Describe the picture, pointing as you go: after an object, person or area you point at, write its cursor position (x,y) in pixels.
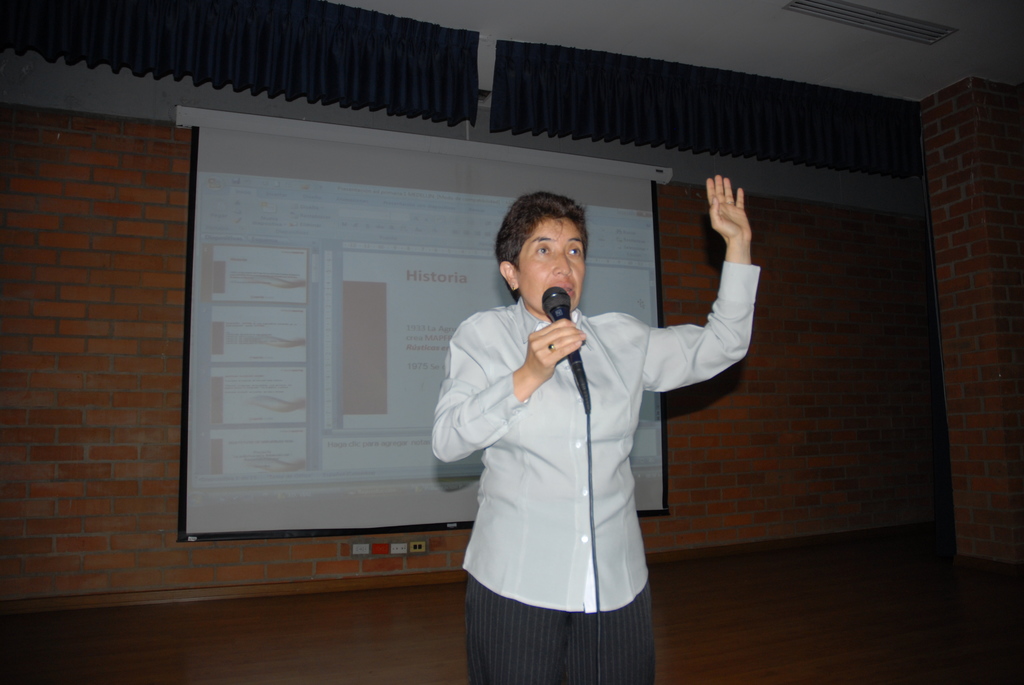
In this picture we can see a person (584,459) is standing and holding a microphone (577,379), in the background (245,390) there is a brick wall (158,326) and projector screen (334,357), we can see some text (420,365) on the screen (338,287).
